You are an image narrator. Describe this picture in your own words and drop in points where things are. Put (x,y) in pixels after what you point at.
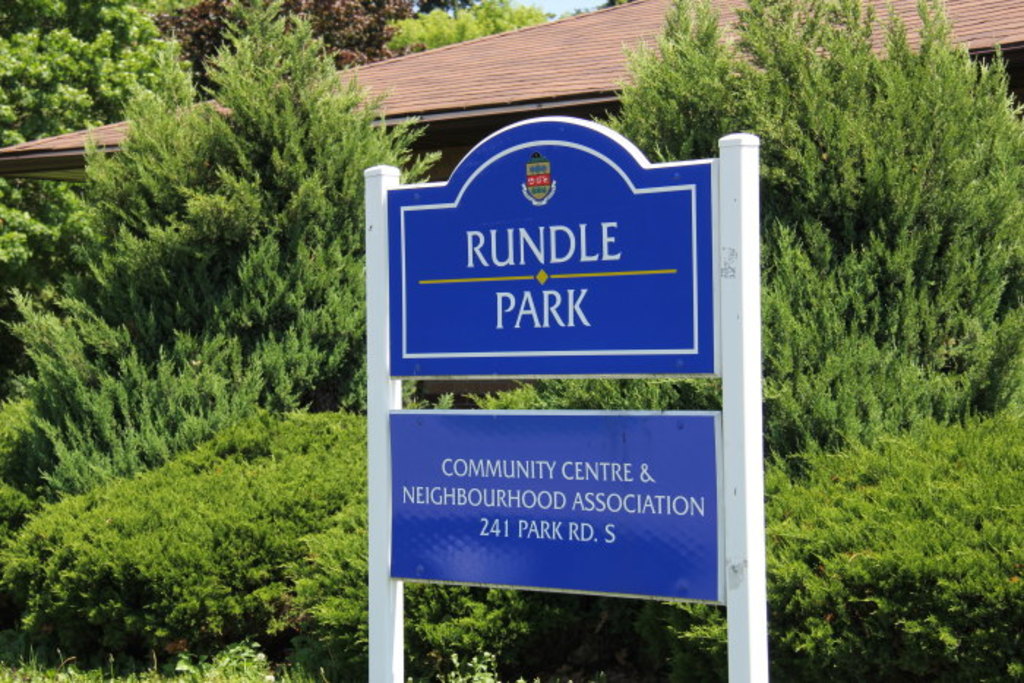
In the foreground of the picture (391,324) there is a board (460,462). In center of the picture (349,313) there are plants (269,637), trees (287,302) and a house (574,85). In the background (448,39) there are trees (104,54).
